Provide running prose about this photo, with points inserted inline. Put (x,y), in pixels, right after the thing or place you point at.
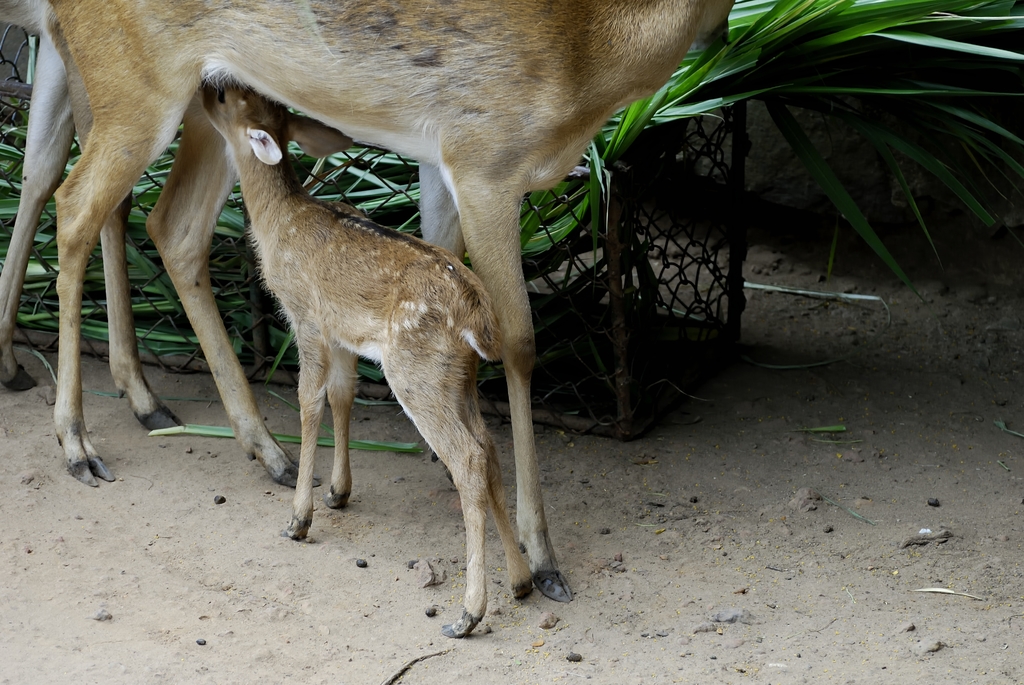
In this image I can see two animals (338,351), they are in cream and brown color. Background (712,268) I can see the railing (564,251) and leaves (345,178) in green color.
